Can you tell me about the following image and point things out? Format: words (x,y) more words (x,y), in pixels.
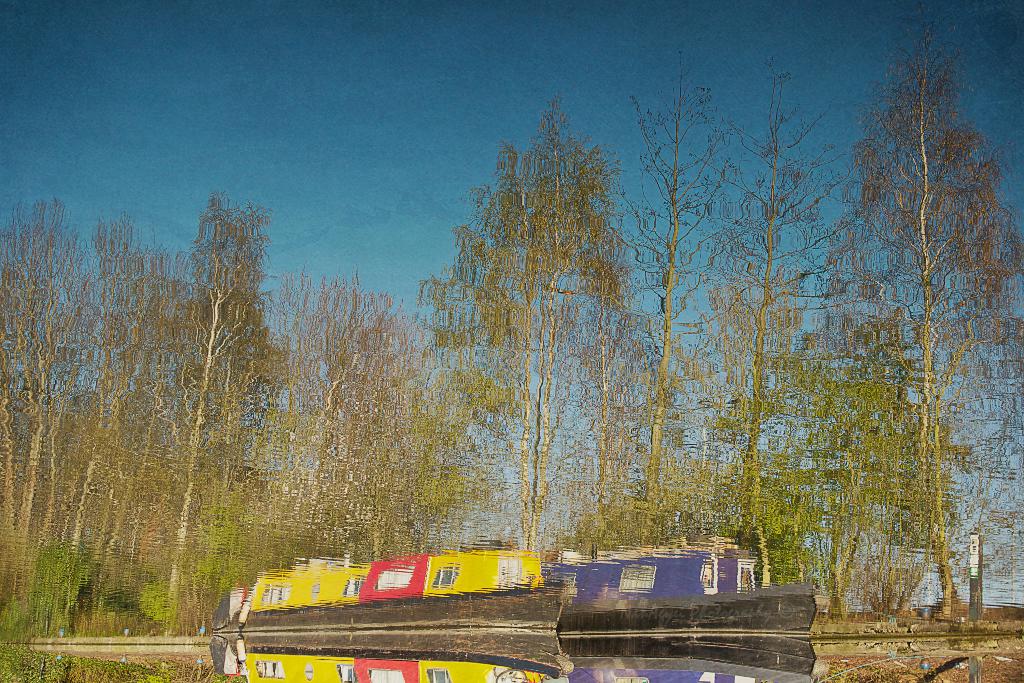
This picture is clicked outside the city. In the center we can see the two boats (633,625) in the water body (968,304). In the background (911,402) we can see the trees (250,406), plants (6,590) and the sky (455,132) and some other objects (980,608).
